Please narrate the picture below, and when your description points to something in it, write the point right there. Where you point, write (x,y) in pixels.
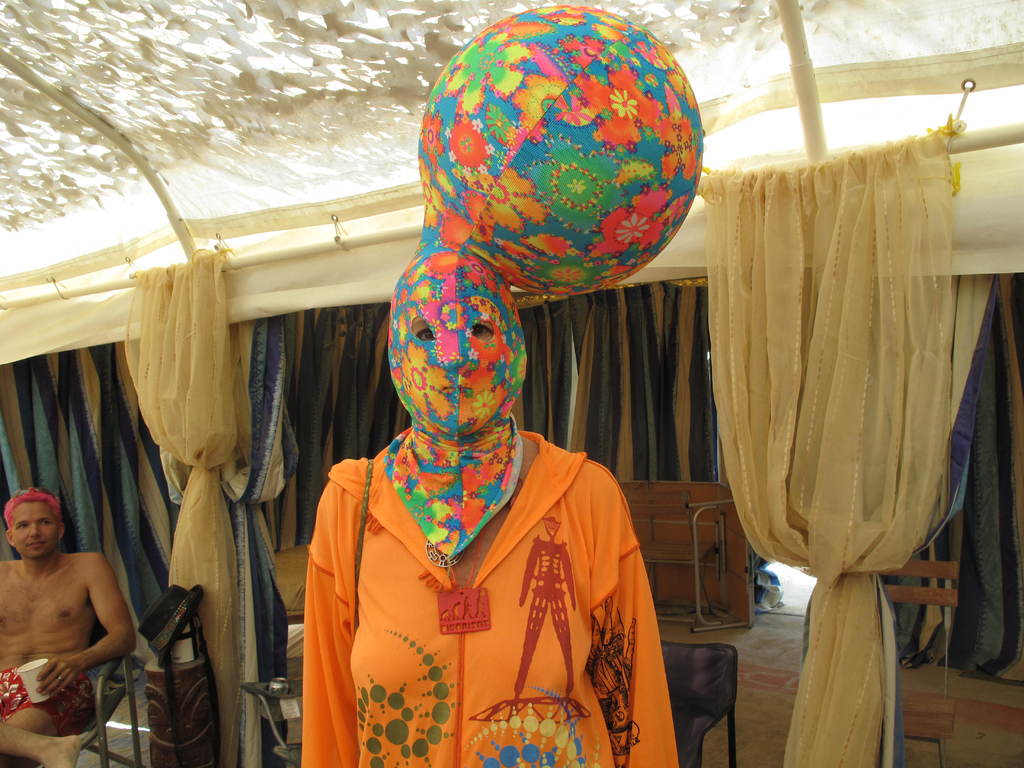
In this image I can see two persons (335,596). In the background (872,374), I can see some clothes (735,338) hanging on the rod (989,141).
